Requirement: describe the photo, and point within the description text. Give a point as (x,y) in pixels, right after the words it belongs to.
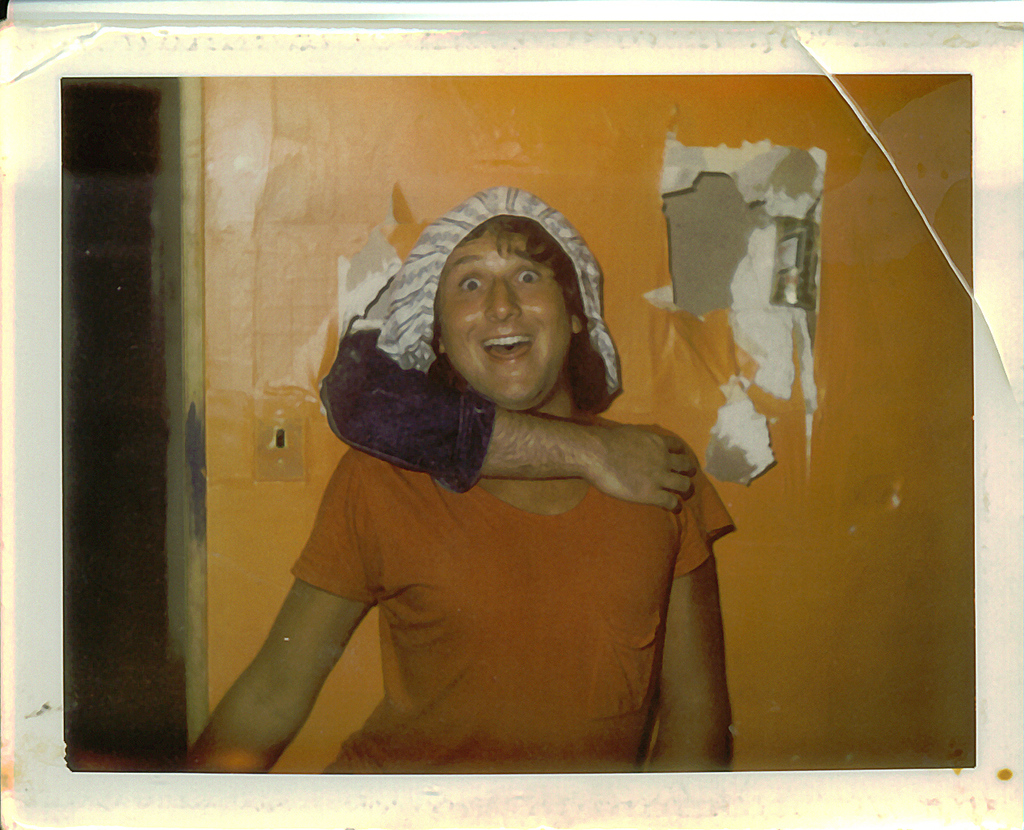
In this image we can see a person (496,672) standing and smiling. Back of the person (449,257) there is a wall (791,488), from the wall (323,342) there is a hand (632,451) holding the person (479,287).
